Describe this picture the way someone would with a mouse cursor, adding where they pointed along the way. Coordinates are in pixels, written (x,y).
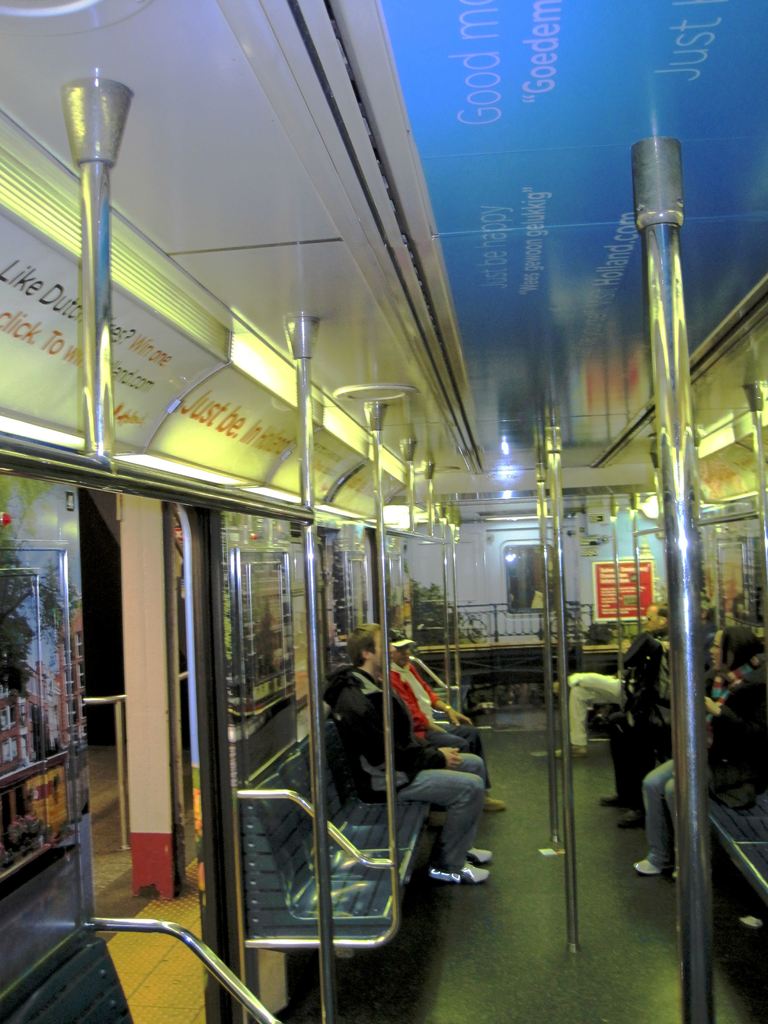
In this picture we can see a few people (447,874) sitting on the chair (378,822). There are a few rods (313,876). We can see some text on a red surface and in the vehicle (483,83). There are a few lights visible on top. We can see a few reflections (55,822) of trees (23,582) and buildings (6,733) on a glass object (73,719).
